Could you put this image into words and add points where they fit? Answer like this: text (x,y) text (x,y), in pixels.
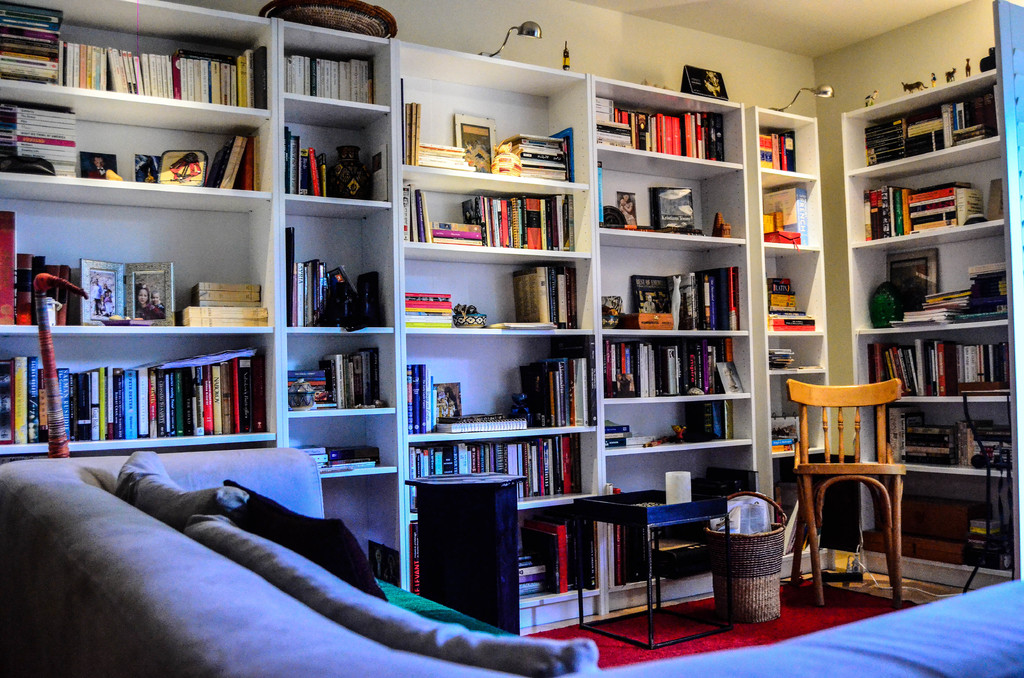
In this image I can see a book racks (498,285), couch (272,602), pillow (239,533) and a chair (879,460).
